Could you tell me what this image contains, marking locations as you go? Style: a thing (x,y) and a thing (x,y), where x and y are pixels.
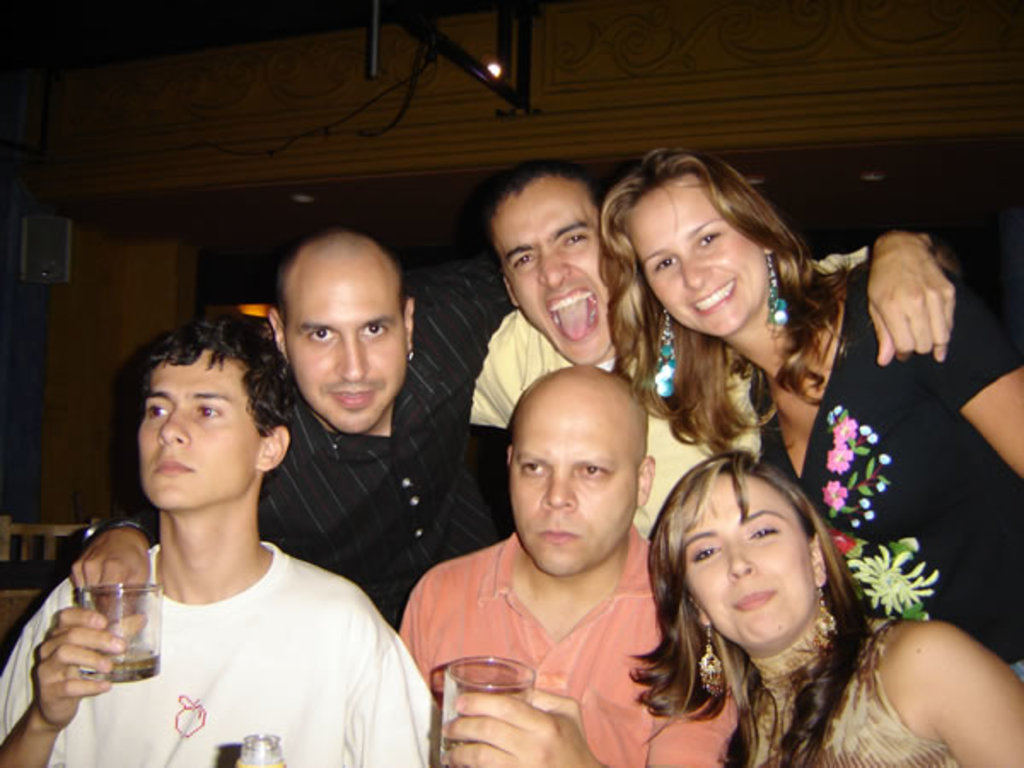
This image consists of many people (235,436). It is clicked in a room (592,56). In the front (249,673), the two men (273,702) are holding glasses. In the background (553,23), there is a wall (256,75) along with a stand (495,85).
